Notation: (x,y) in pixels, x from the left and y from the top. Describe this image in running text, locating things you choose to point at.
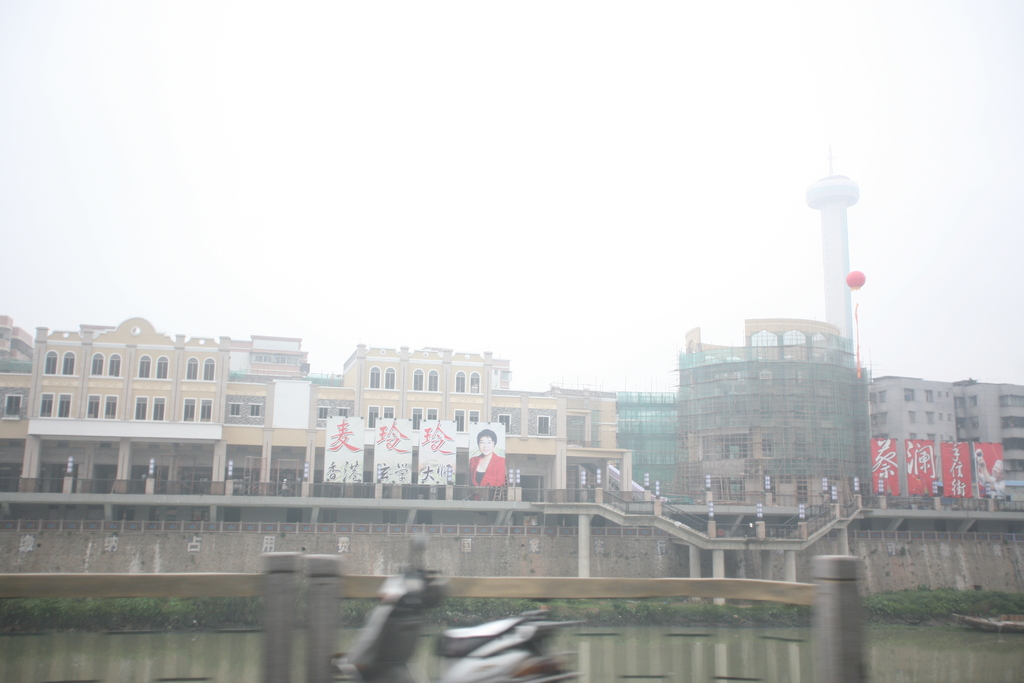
In this image I can see the buildings (339,392), banners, the sky (881,253), water (965,631) and plants (587,614). Even though the bottom of the image (423,594) is blur we can see the vehicle (479,624) and fence (800,595).
